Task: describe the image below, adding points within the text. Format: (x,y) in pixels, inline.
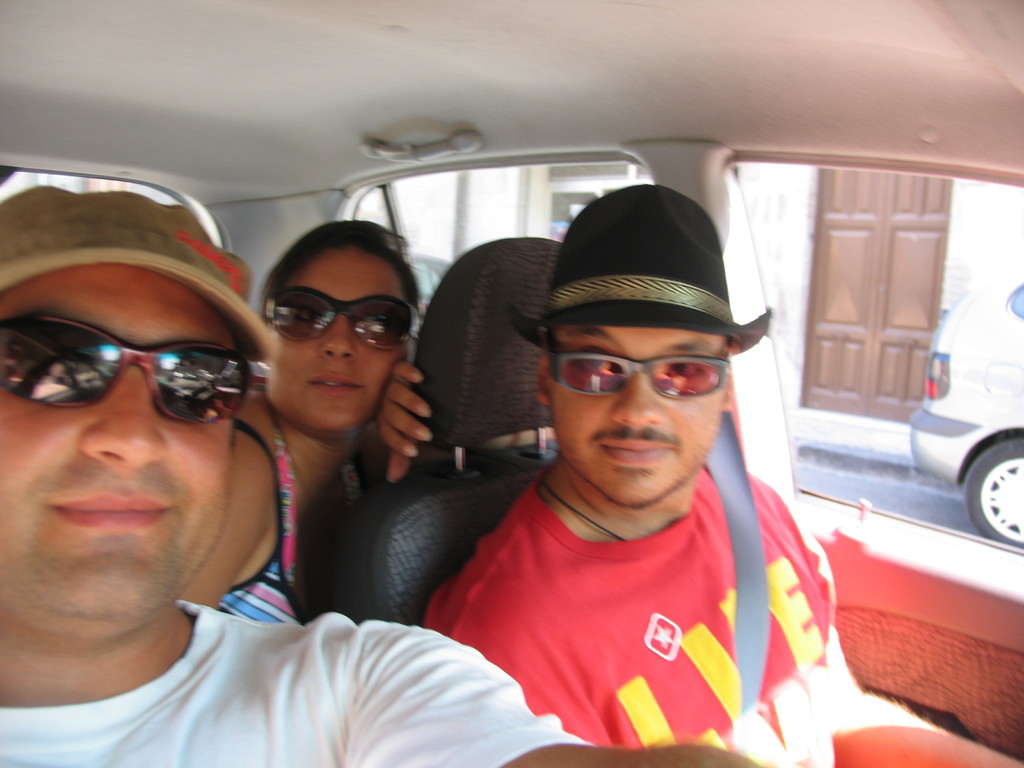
In this picture we can see three people (270,570) are seated in the car (848,554), in the background (874,352) we can find a car (1008,461) and a building (900,338).
